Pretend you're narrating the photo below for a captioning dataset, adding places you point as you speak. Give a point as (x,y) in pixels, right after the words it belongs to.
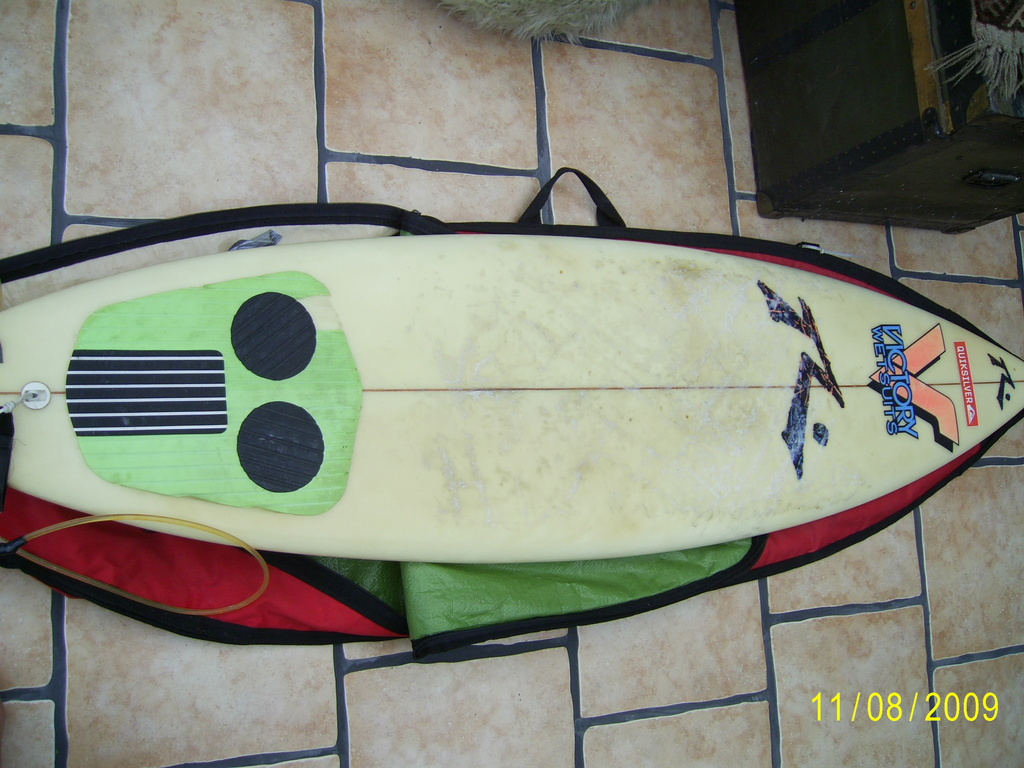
In this image I can see a surfboard (227,510) on the floor (779,617). There is a box (975,115) at the top (942,151) and date (891,722) is mentioned at the bottom (832,722).
